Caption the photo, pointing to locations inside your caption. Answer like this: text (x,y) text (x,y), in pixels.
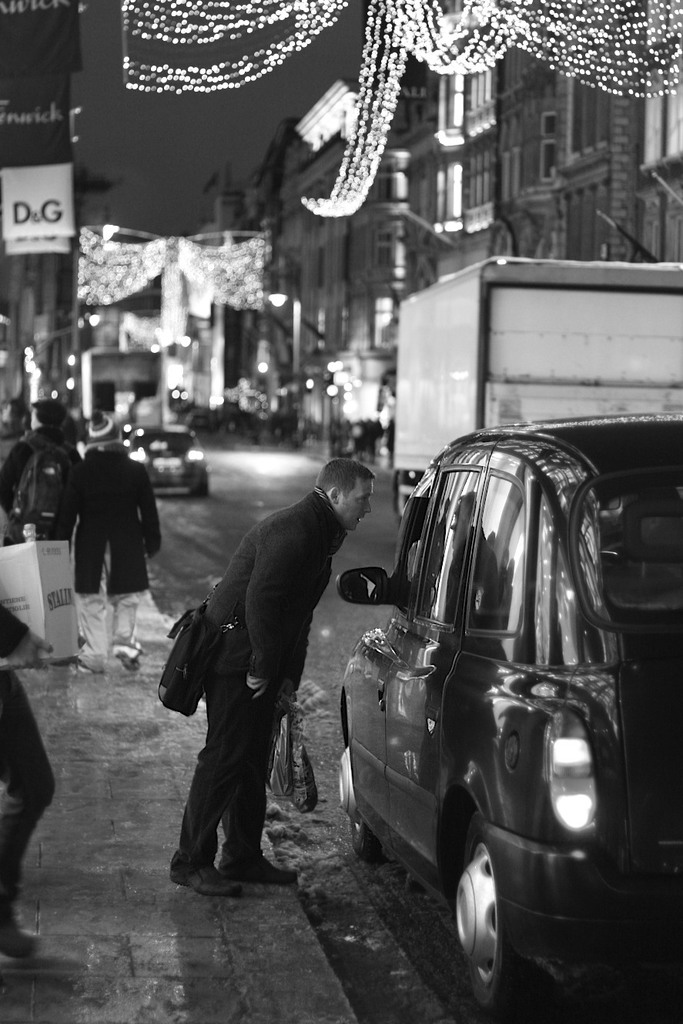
This is a black and white picture. I can see vehicles (652,610) on the road (351,896), there are group of people (243,753) standing, there are buildings (294,208) and lights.
